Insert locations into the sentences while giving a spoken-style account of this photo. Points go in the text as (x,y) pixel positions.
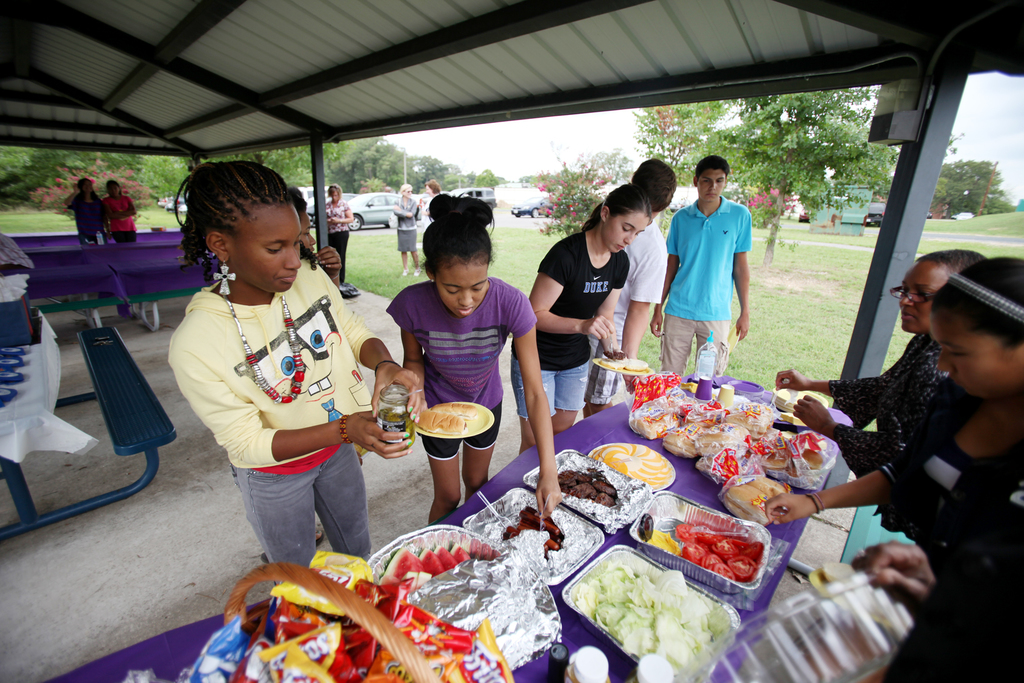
In this picture we can see there are groups of people (343,220) standing. In front of the people (305,366) there is a table (668,586) and on the table (550,648) there is a basket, cups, bottle (703,352), a plate (662,474) and some food items (592,479). On the left side of the people (314,330) there is a bench (126,386). Behind the bench (117,405), there are some objects (135,268). Behind the people (485,215) there are trees (568,195), some vehicles (538,204) on the road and the sky (567,136).
